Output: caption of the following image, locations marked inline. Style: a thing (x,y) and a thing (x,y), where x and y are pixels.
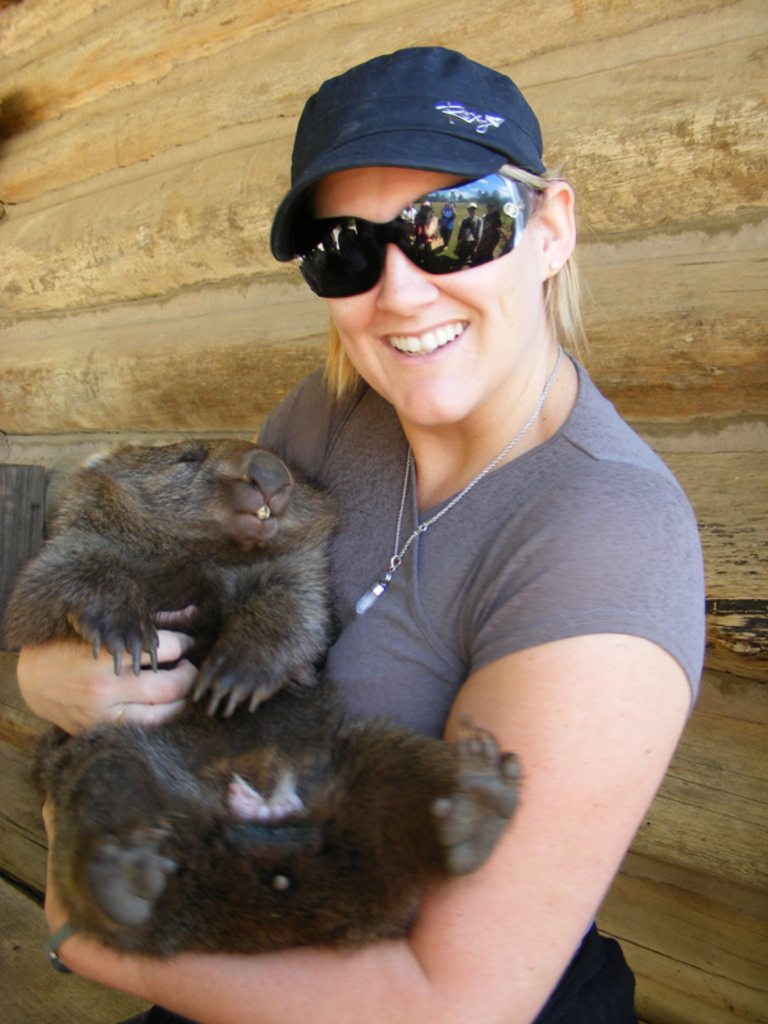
There is a woman (381,524) holding an animal (234,454) and smiling and wore glasses (377,225) and cap (423,104), behind this woman (363,205) we can see wall (259,342).
